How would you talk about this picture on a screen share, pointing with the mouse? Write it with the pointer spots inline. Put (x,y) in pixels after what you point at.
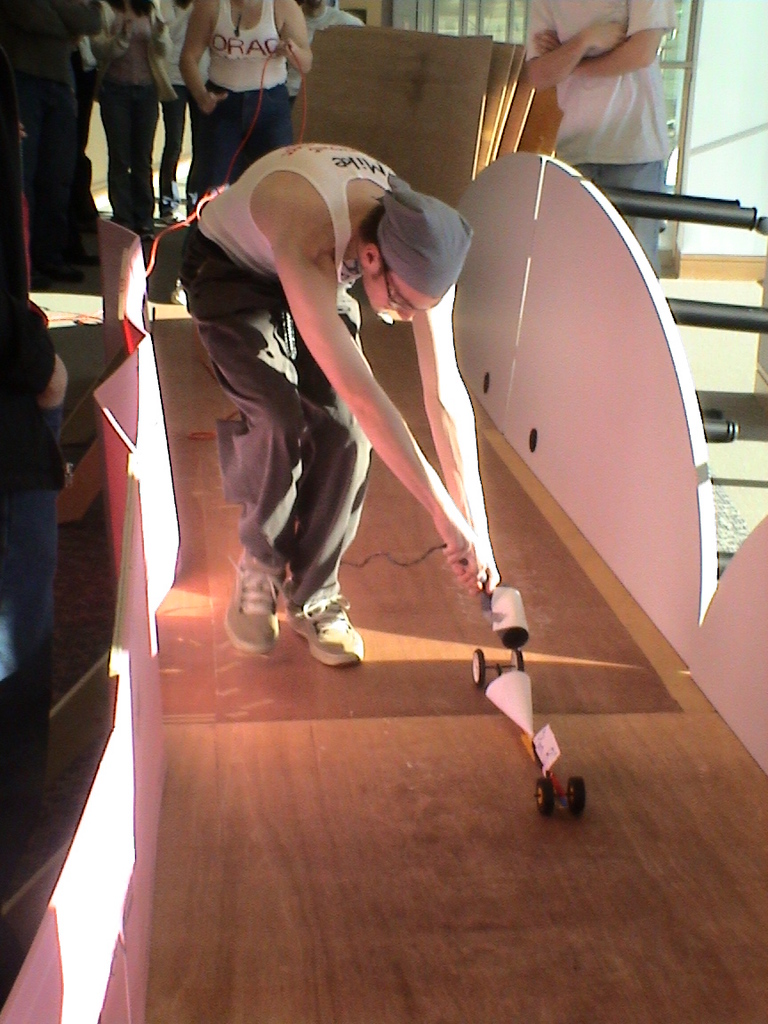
In this image we can see a few people (598,50), among the one person (312,499) is playing with an object (512,681) on the floor (496,743), we can see some boards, poles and the wall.
